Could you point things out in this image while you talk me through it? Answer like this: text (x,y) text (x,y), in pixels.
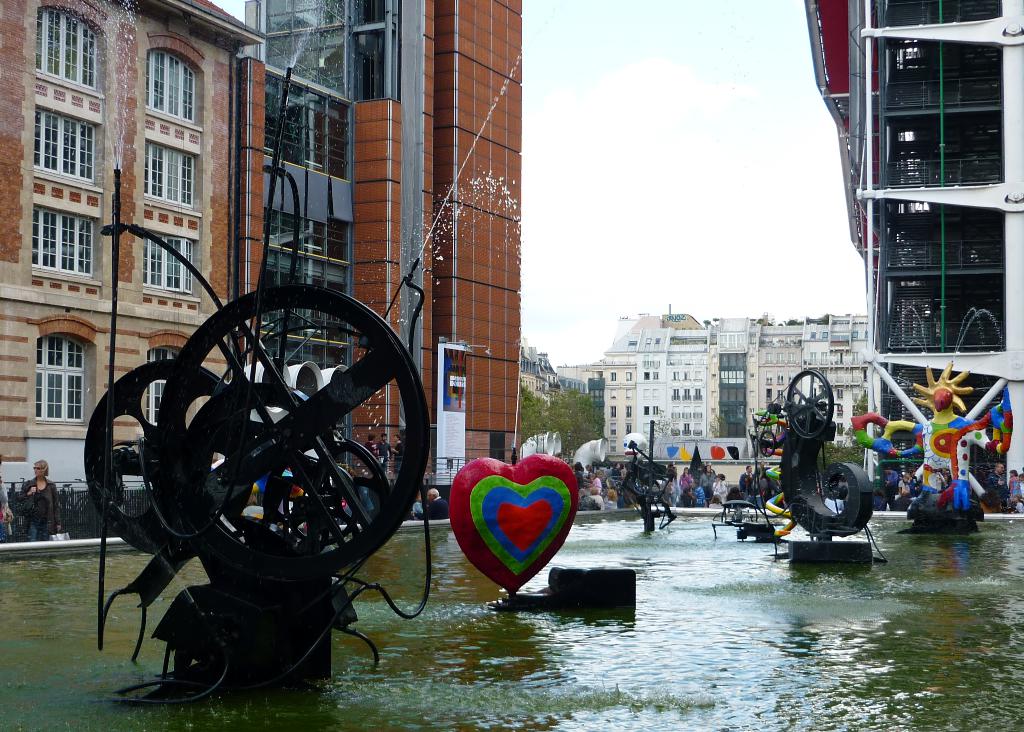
In this image we can see so many objects (784,516) on the surface of water (746,640). We can see buildings (616,356), trees (525,413) and people (52,502) in the background (94,279) and the sky (653,93) at the top of the image (669,82).
